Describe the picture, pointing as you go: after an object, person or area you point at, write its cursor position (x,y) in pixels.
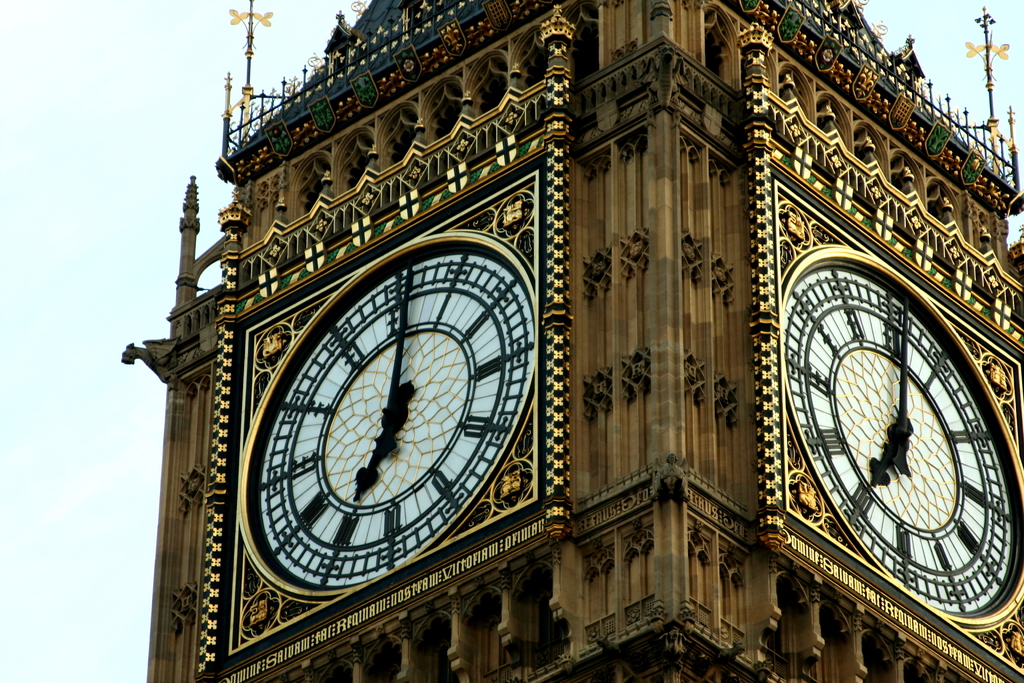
In the picture we can see the part of the clock tower (239,586) with two sides clock (1006,497) and around it we can see art (479,130) and sculptures (749,26) and beside it we can see the part of the sky (99,105).
